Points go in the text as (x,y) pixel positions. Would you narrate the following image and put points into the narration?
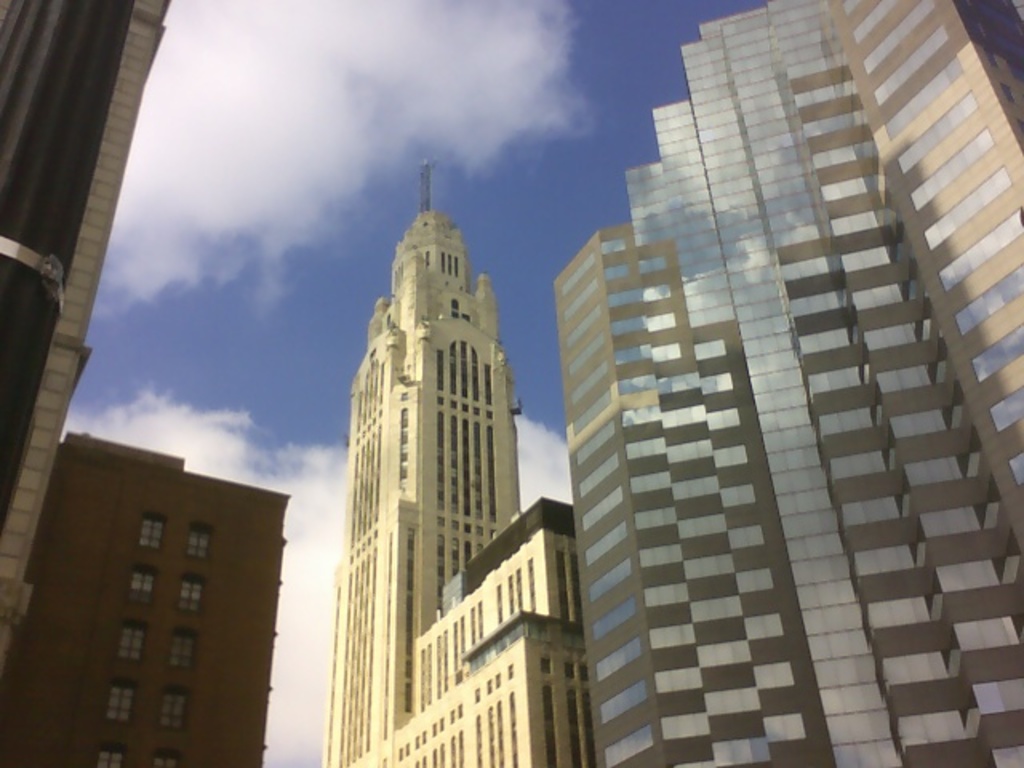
In the center of the image (657,403) there are buildings (564,290). In the background (334,190) there is sky (363,187).
